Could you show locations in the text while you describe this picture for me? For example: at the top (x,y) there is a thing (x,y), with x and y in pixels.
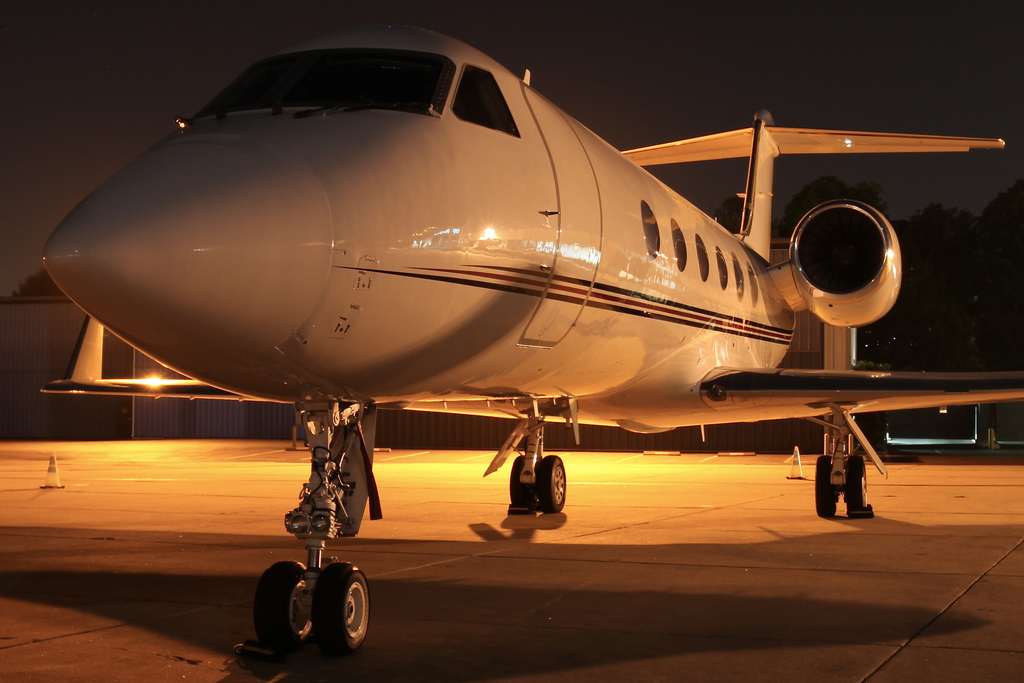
In this image, we can see a white color aircraft (412,311), in the background (869,333) we can see some trees (938,240).
